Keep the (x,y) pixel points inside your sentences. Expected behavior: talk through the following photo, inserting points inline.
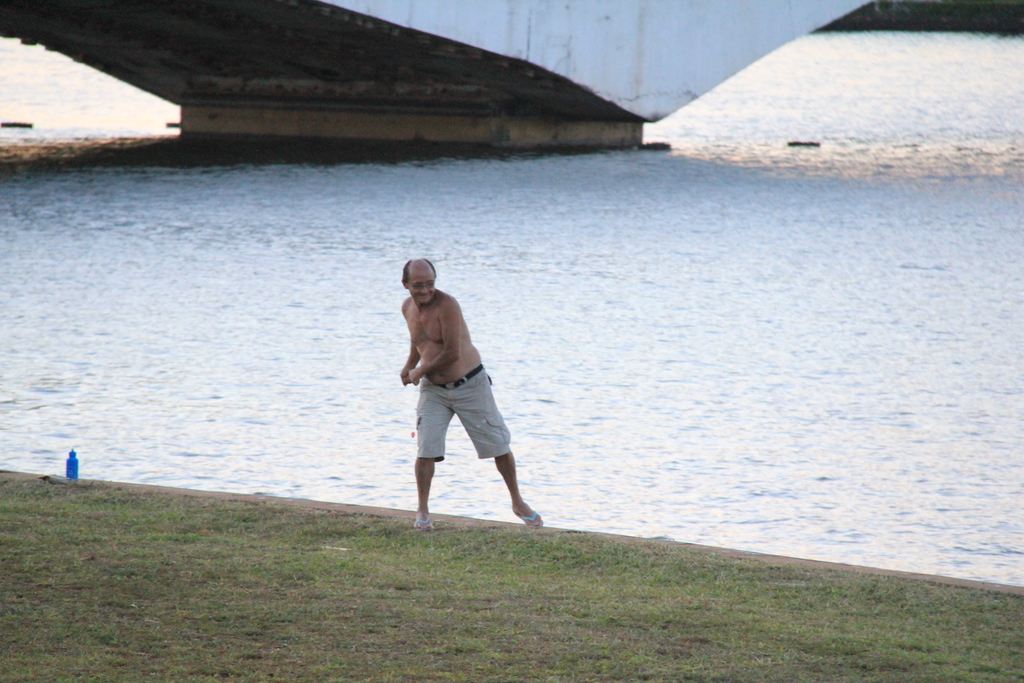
In this picture we can see a man (467,397) is standing, at the bottom (300,613) there is grass (294,597), on the left side (68,458) we can see a bottle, there is water (402,248) in the background (463,172).
